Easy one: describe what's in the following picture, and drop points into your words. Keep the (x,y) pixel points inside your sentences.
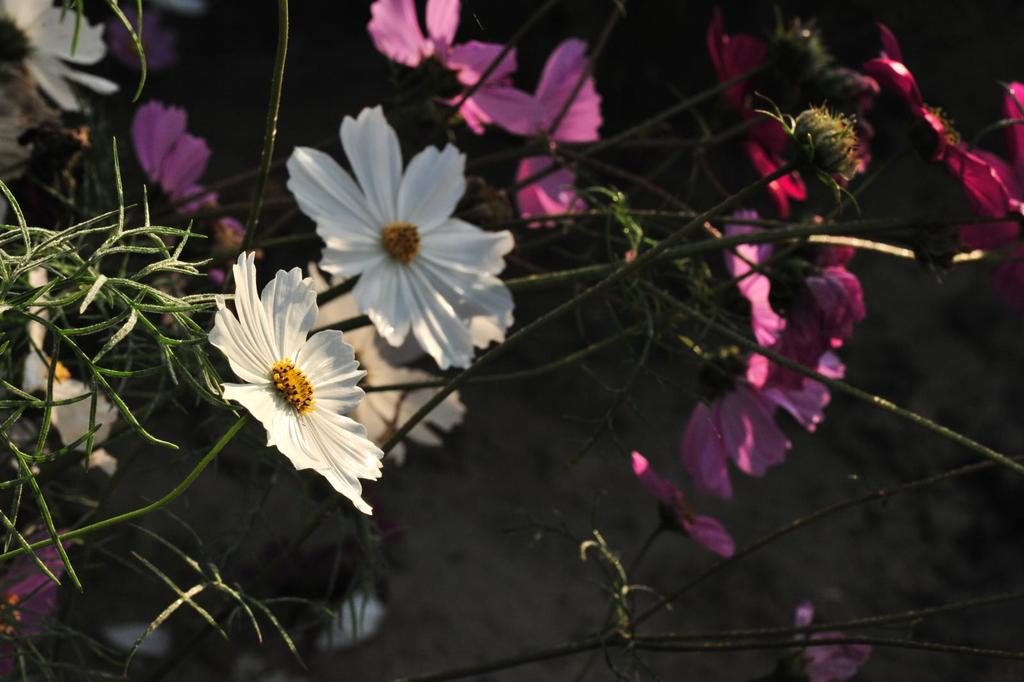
In this image we can see different color flowers (736,392) on stems (898,412). In the background (903,427) it is dark.
